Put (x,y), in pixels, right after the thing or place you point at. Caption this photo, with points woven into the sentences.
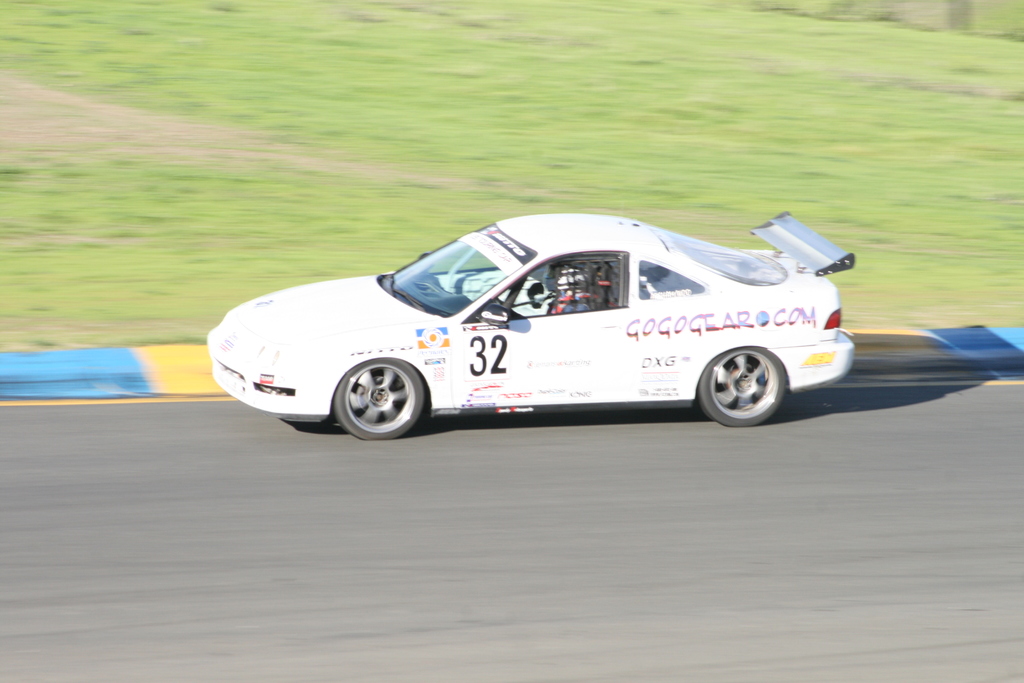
In this image, we can see a person (568,304) is riding a white car (595,357) on the road (418,579). Background (840,128) we can see grass (816,205).
